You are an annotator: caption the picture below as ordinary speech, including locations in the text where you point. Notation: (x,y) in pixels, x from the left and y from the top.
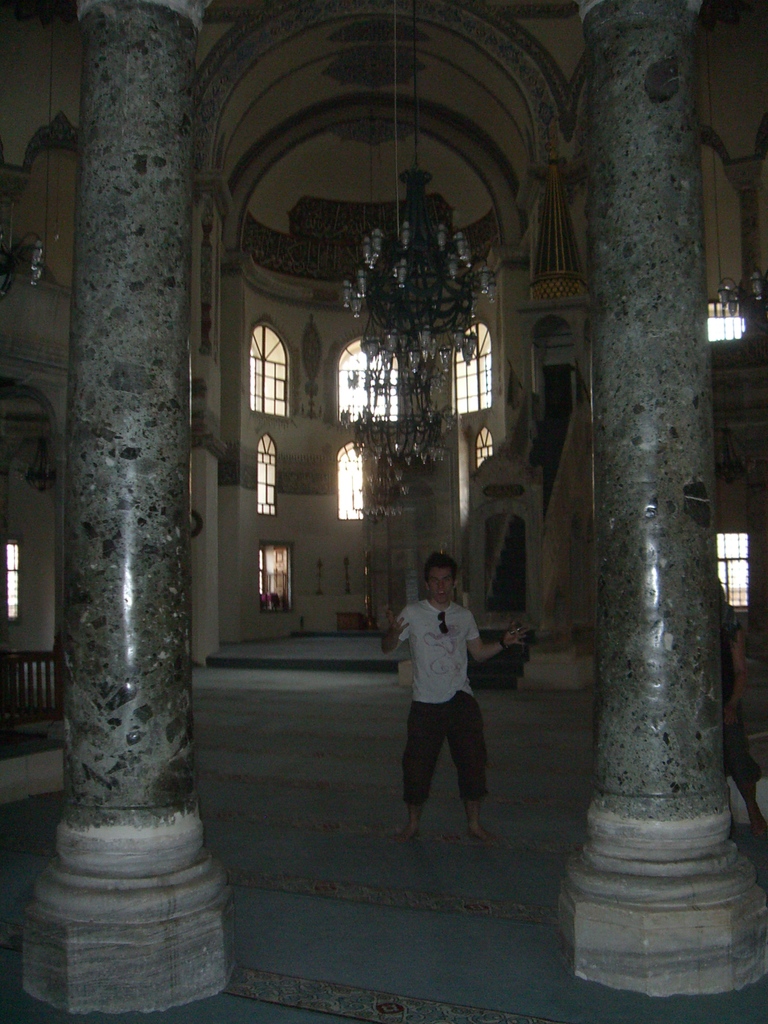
This image is taken from inside the building (490,698). In this image there is a person (440,680) standing in between the pillars (133,651). In the background (278,519) there are windows (275,386) and a wall (212,592). At the top of the image (365,257) there is a lamp (369,288) hanging from the ceiling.
